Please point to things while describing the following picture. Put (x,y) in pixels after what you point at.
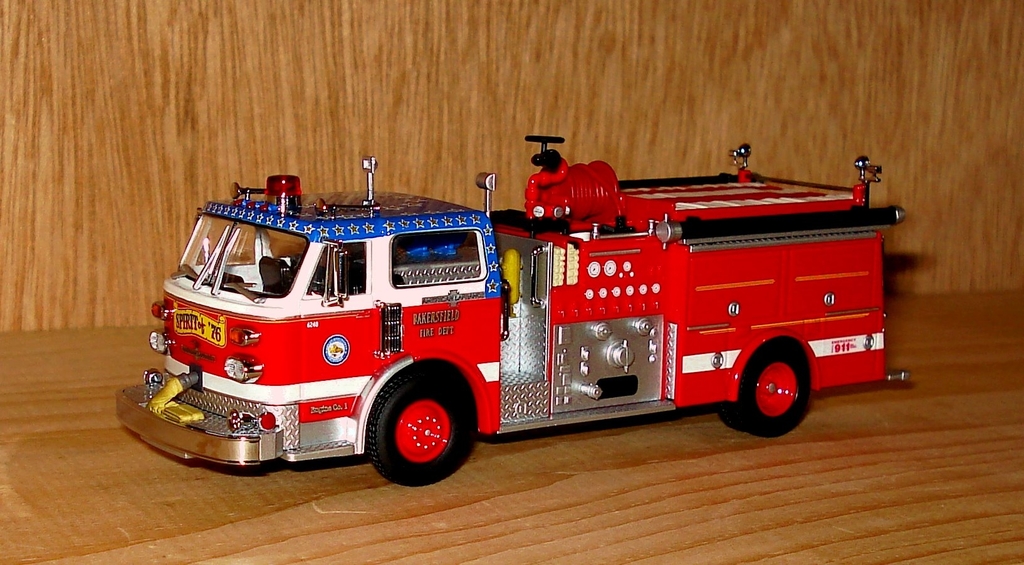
There is a toy of a fire engine (306,317) on a wooden surface (645,492). In the back (663,112) there is a wooden wall (230,92).
